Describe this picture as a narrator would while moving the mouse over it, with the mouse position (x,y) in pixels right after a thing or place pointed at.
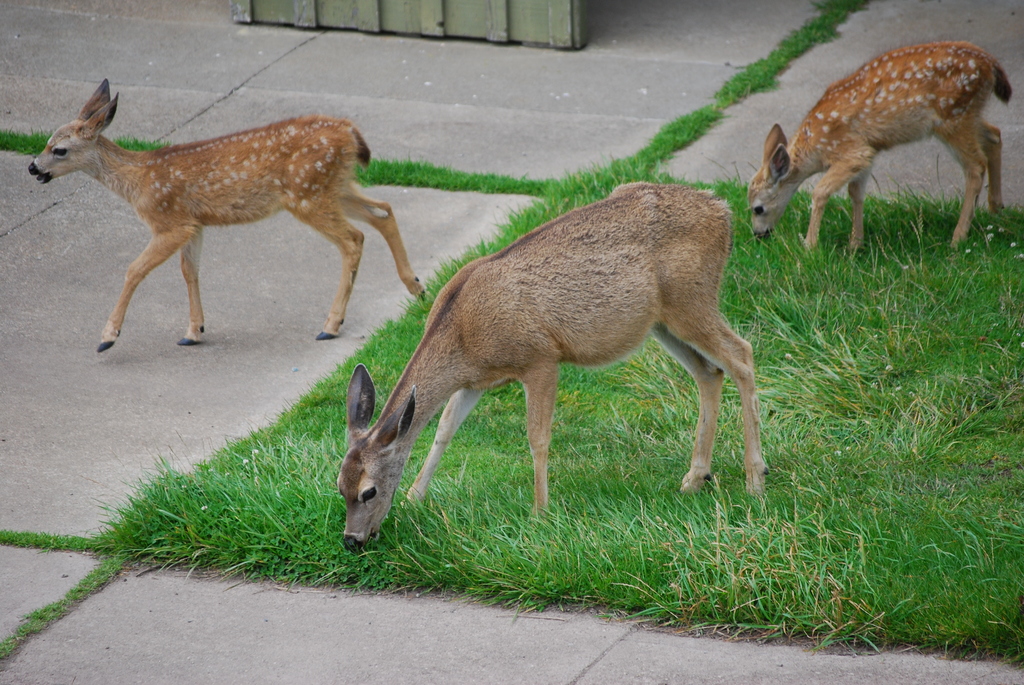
This picture is taken from outside of the city. In this image, in the middle (627,274) and on the right side (983,129), we can see two animals (752,439) are eating grass (657,538). On the left side (270,131), we can also see another animal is walking on the land (153,330). In the background (477,11), we can see green color. At the bottom (872,527), we can see a grass (940,478) and a land (21,476).
